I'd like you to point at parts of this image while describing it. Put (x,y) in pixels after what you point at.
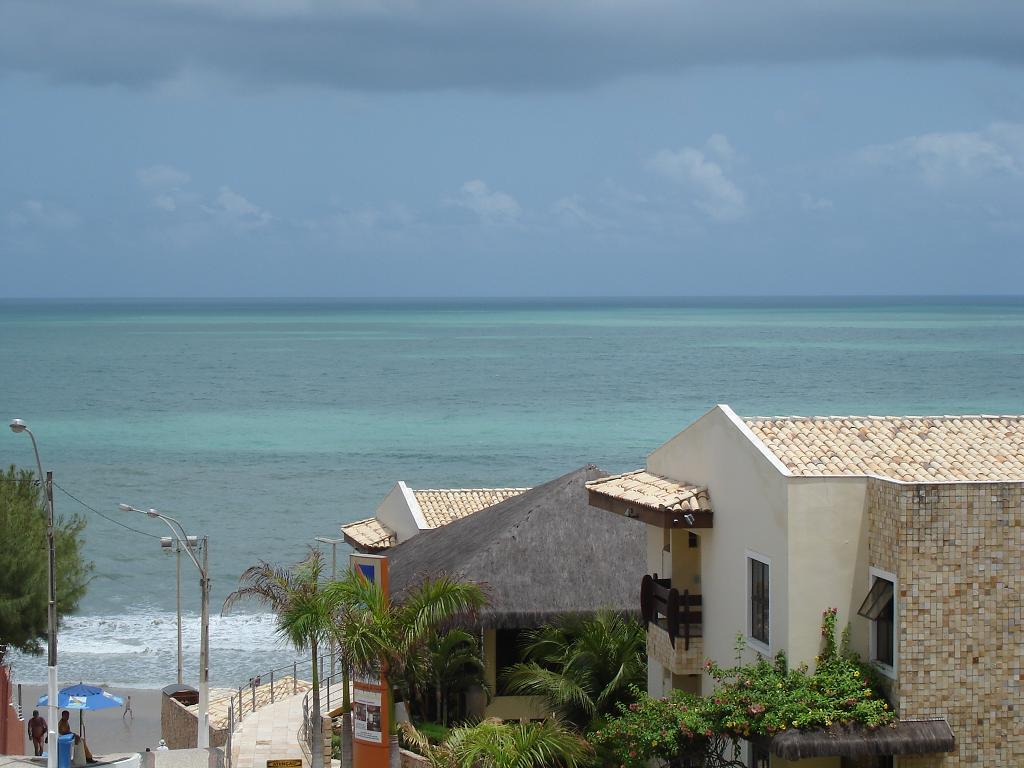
In this image we can see buildings (539,575), trees (475,641), light poles (47,500), umbrella (87,705), people (33,733) and water (357,406). Background (364,220) there is a sky (402,243). In-front of this building (392,537) there are railings (307,704).
